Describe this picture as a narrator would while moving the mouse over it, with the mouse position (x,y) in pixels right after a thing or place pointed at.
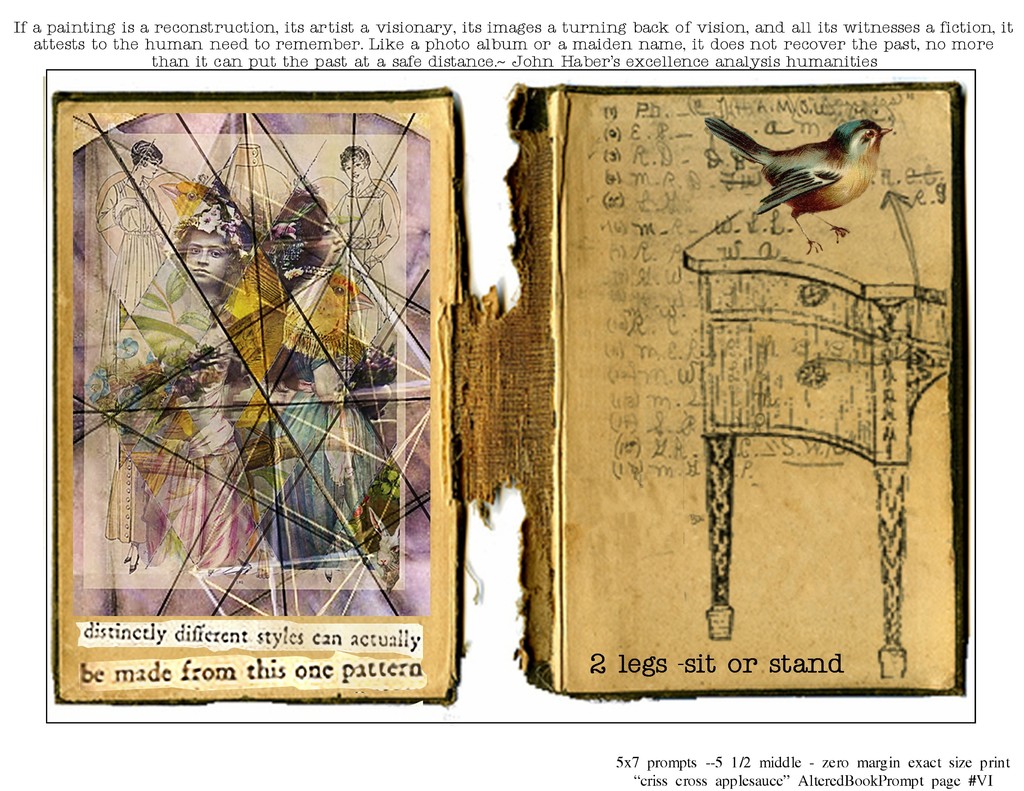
In this image I can see two posters (584,453). I can see some pictures (316,434) on the posters (334,396). There is some text (141,26) on the image.
